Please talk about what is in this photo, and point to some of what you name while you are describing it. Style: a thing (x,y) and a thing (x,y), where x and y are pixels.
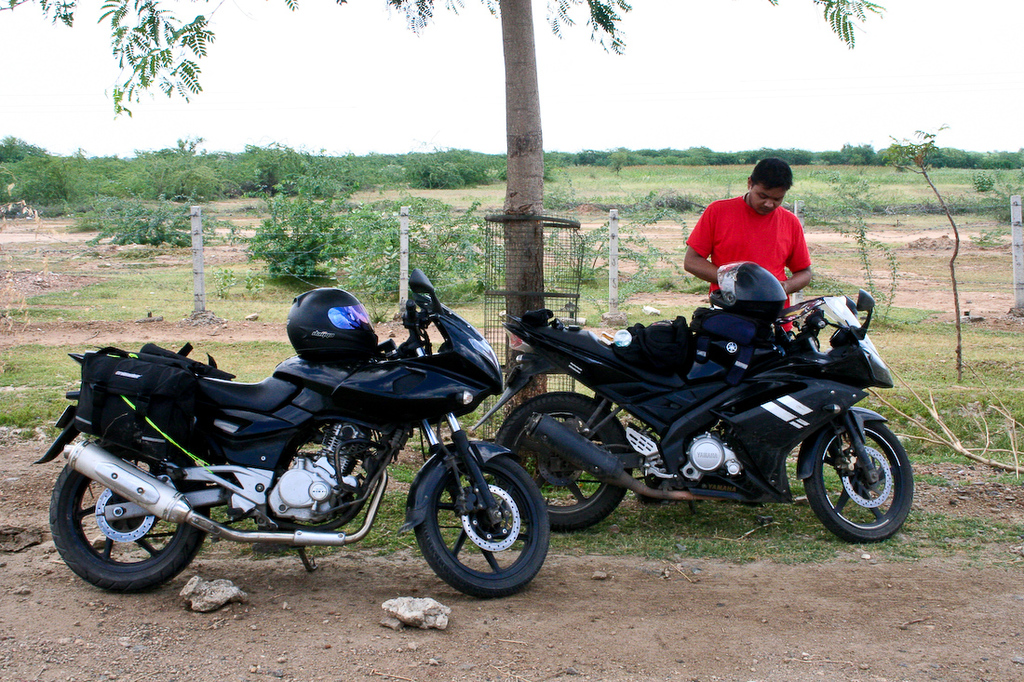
In this image, there are two black color bikes (283,526), there are two helmets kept on the bikes (310,423), at the right side (713,225) there is a man (696,229) standing, he is wearing a red color t-shirt (751,246), at the background (433,264) there are some green color plants (322,178) and trees (322,178), at the top (679,84) there is a sky (914,66).
